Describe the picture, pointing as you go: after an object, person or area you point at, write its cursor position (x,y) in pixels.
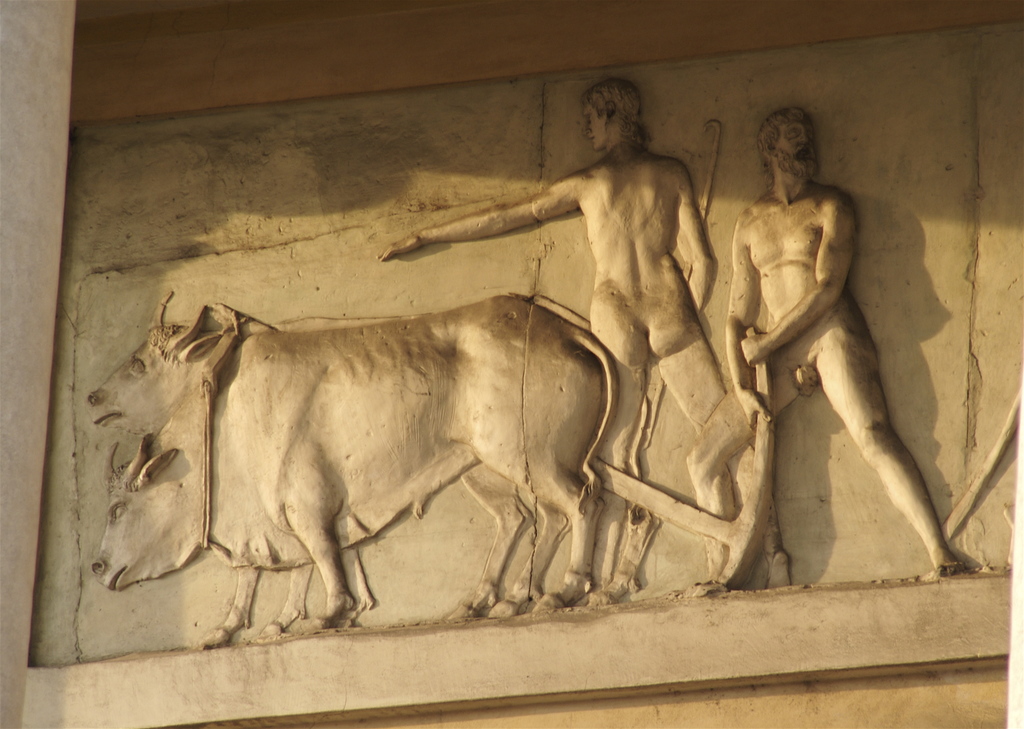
In this image we can see carvings (426,505) on a stone (428,445) on the wall (460,511) where as we can see two persons (694,441) are cultivating the land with the help of cows (454,379).
